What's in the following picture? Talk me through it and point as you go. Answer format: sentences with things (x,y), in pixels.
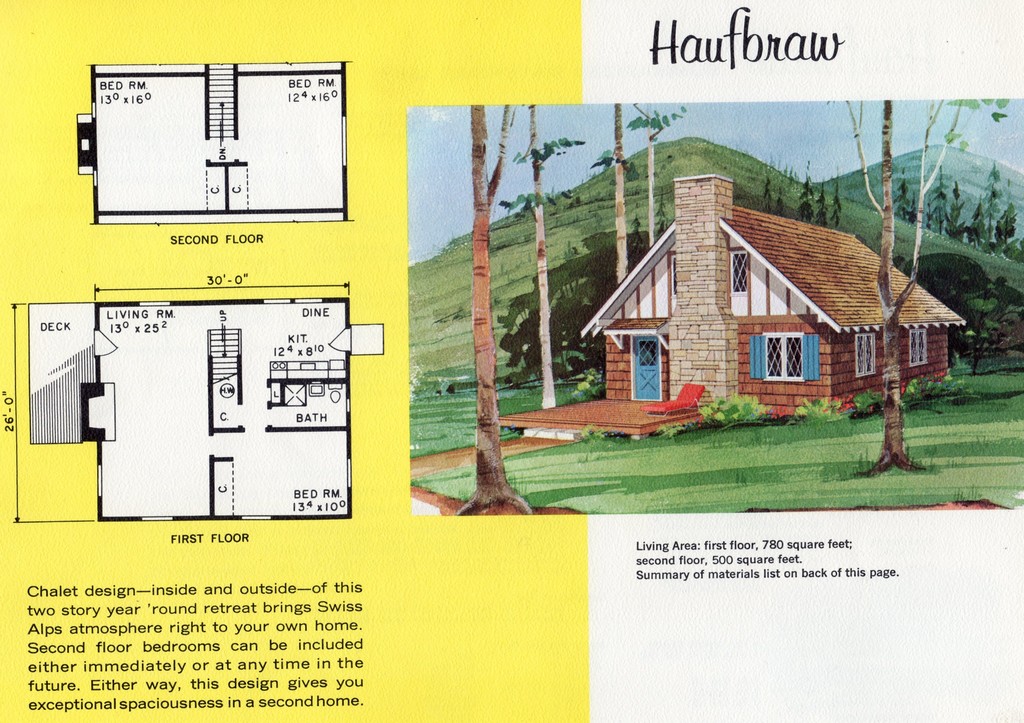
In the center of the image (360,470) we can see a paper (406,475). On the paper (424,470), we can see the sky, trees (993,183), hills (601,230) and one house (870,383). And we can see some designs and some text (653,574) on the paper (381,366).
